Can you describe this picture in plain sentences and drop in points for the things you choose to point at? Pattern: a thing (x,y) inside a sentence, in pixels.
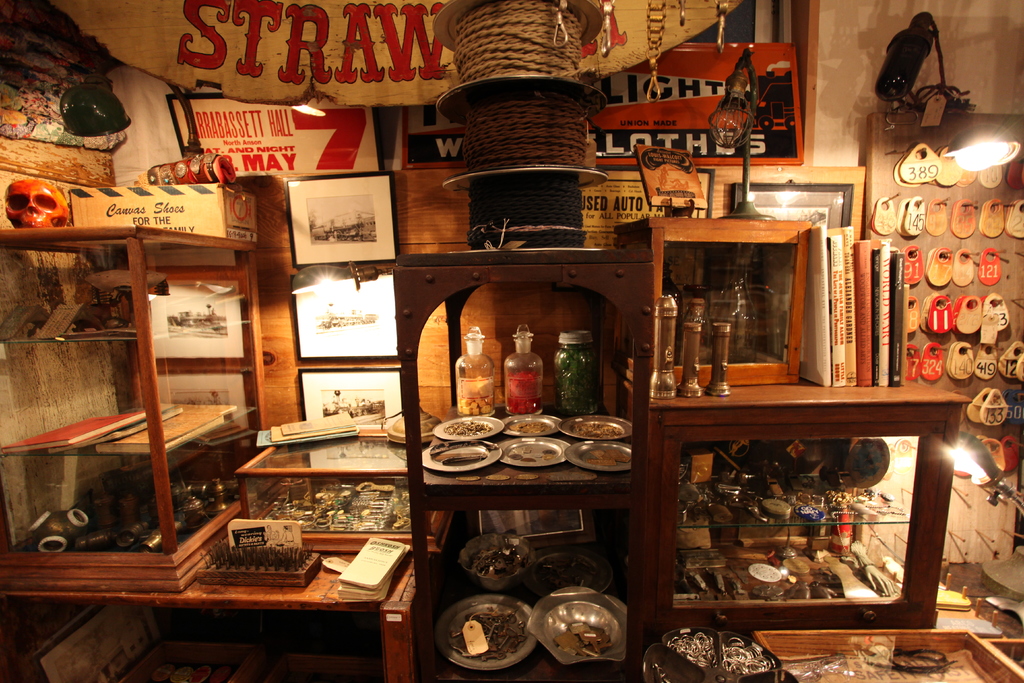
there are so many things (132,507) on a shelf (19,476) arranged in rows.
